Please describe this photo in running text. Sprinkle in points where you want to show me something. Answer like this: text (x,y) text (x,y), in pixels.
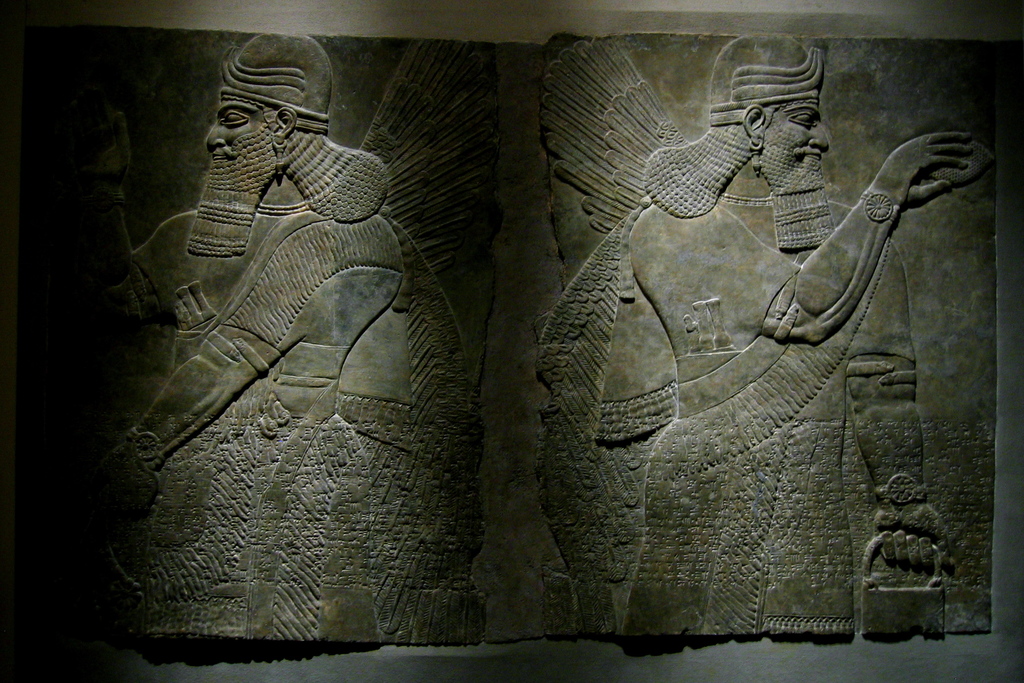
In this picture, we see a carved stone (583,303). In the background (480,14), we see a wall (519,647).
